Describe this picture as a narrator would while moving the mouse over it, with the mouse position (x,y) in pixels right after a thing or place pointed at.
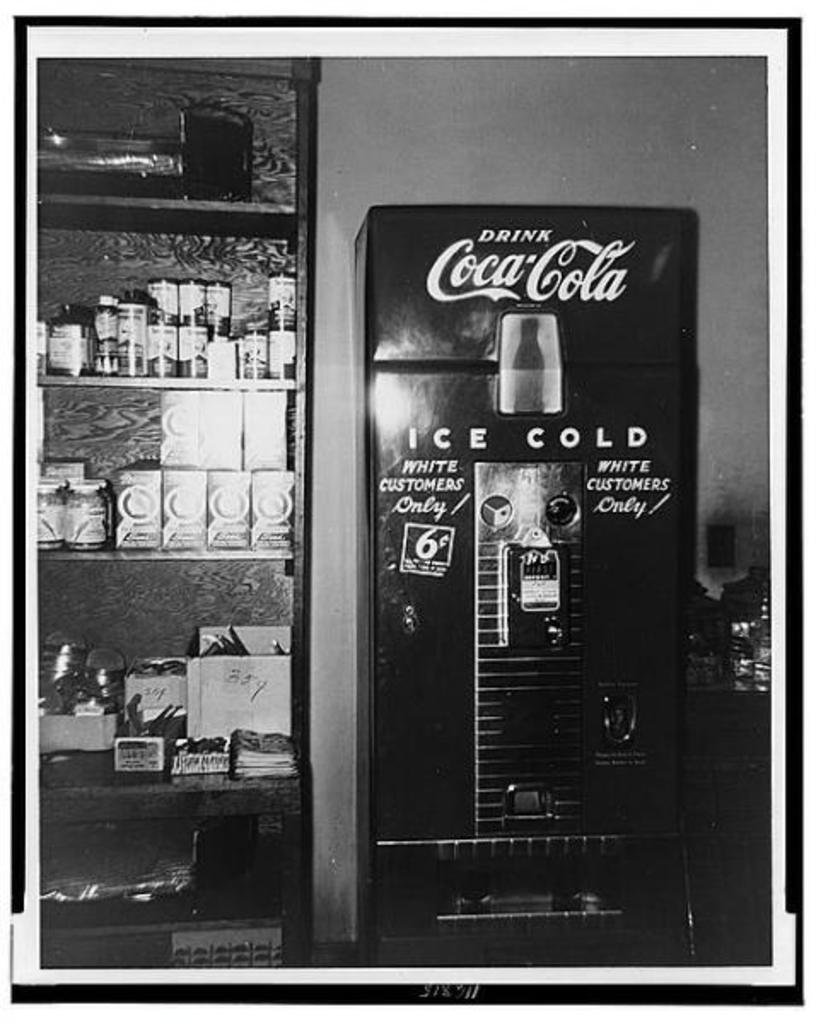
This is a black and white image. I think this is a soft drink machine (416,428). I can see the objects (155,476), which are placed in the rack (218,791).
